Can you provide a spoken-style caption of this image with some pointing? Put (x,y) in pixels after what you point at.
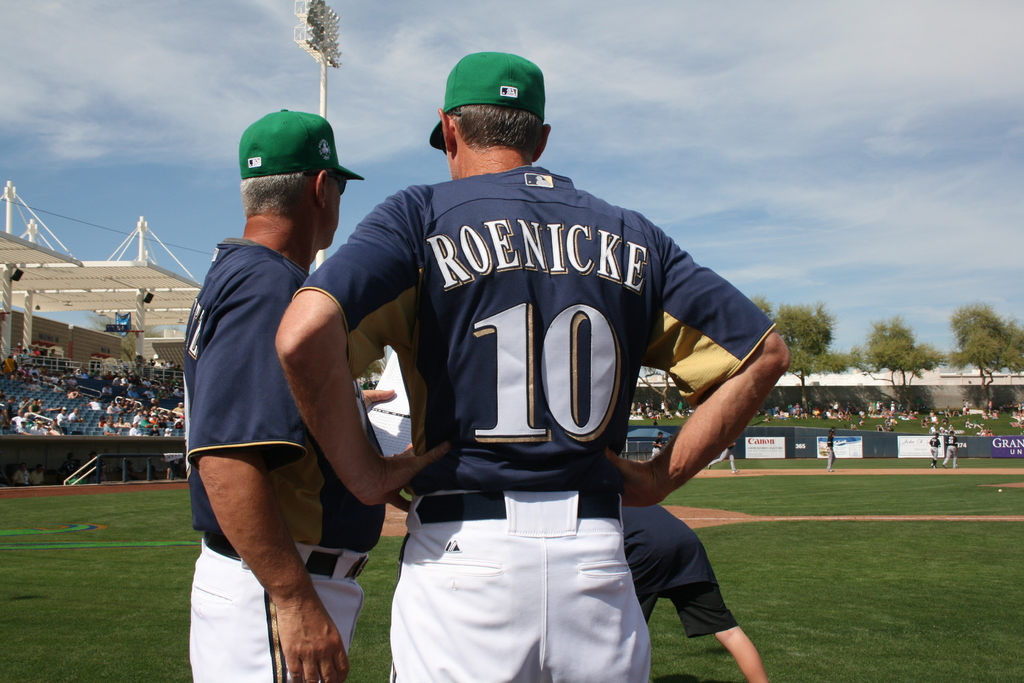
In this picture there is a man (631,334) who is wearing number ten Jersey (518,267), cap (530,67) and trouser (548,590). Beside him there is a another man (325,592) who is wearing goggles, cap (265,140), t-shirt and trouser (354,622). In front of them there is a man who is holding the papers (389,427). Beside him I can see the man (669,541) who is wearing blue dress (686,570) and standing on the grass (709,652). On the right (975,510) background (835,435) I can see some players (953,464) were running on the ground (958,480). In the background (951,398) I can see many peoples (768,410) were sitting and standing near the trees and wall (822,402). On the left (86,295) I can see the stadium (115,352), beside that there is a pole (322,101). On the pole (323,71) I can see many focus lights (317,11). At the top right (954,60) I can see the sky (729,114) and clouds (722,90).
